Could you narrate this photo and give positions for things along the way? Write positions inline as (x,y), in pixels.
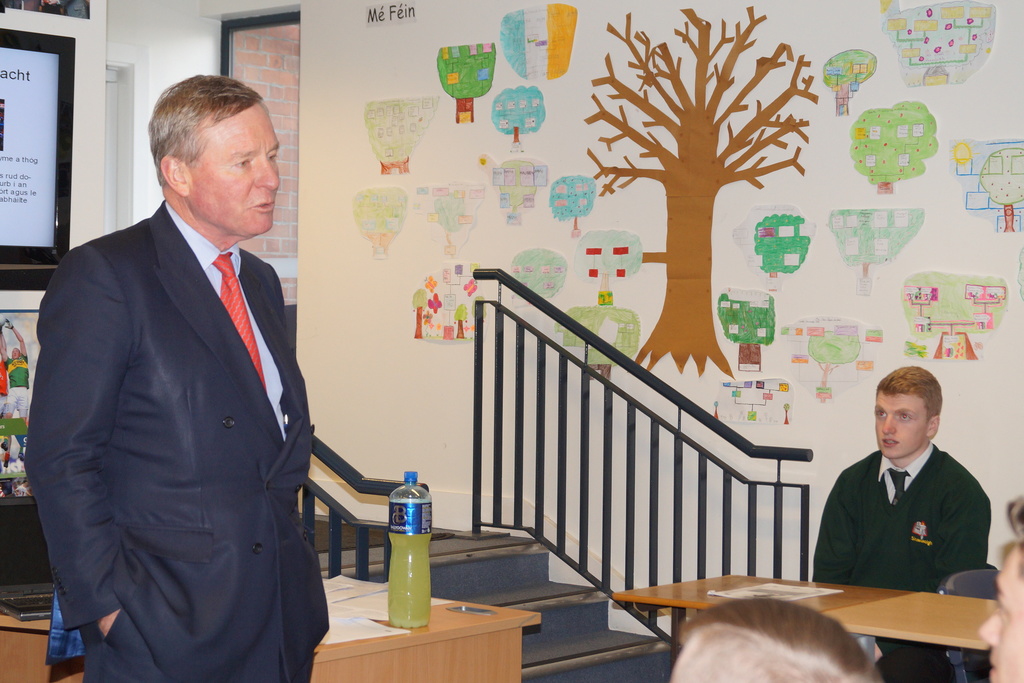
In the image we can see there are people (906,561) sitting and one is standing, they are wearing clothes (73,532). Here we can see wooden table (492,621), on the table (448,620), we can see the papers (399,631) and the bottle (411,552). Here we can see fence (574,501), stairs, wall (451,450), screen (6,173) and pictures (622,180) on the wall (319,151). Here we can see system (16,558) and the brick wall (243,44).
